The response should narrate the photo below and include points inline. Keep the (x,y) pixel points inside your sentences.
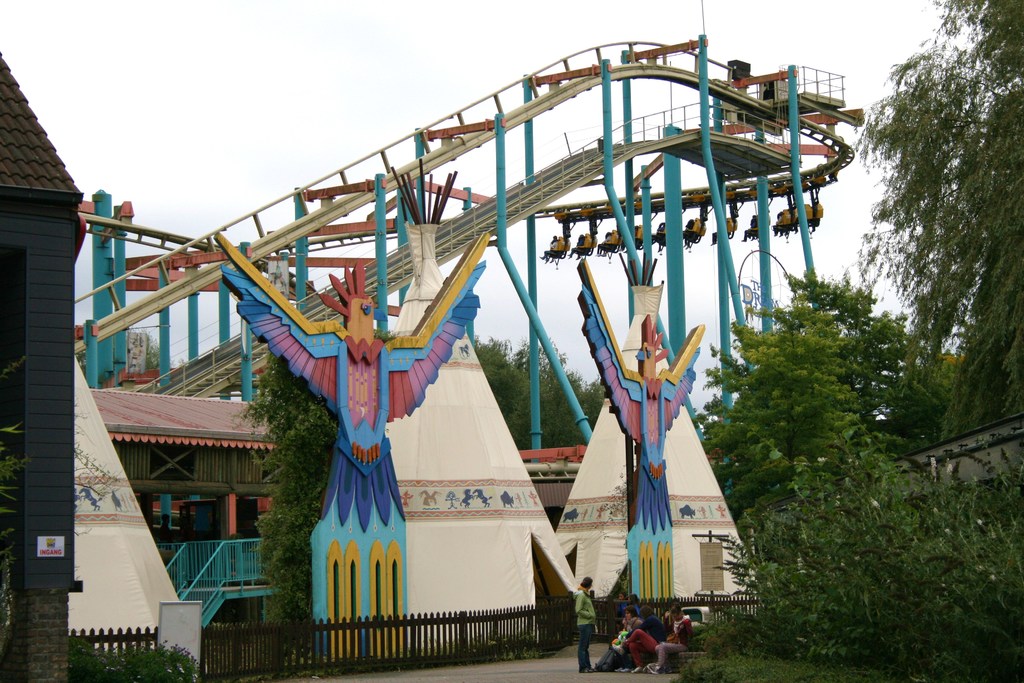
In this picture there is a person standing and there are group of people (667,616) sitting. At the back (824,400) there is a building (34,414) and there are games (548,466) and trees (966,342). At the bottom (731,604) there is a wooden railing (388,628) and there are plants (739,660). At the top (225,86) there is sky (384,48).
